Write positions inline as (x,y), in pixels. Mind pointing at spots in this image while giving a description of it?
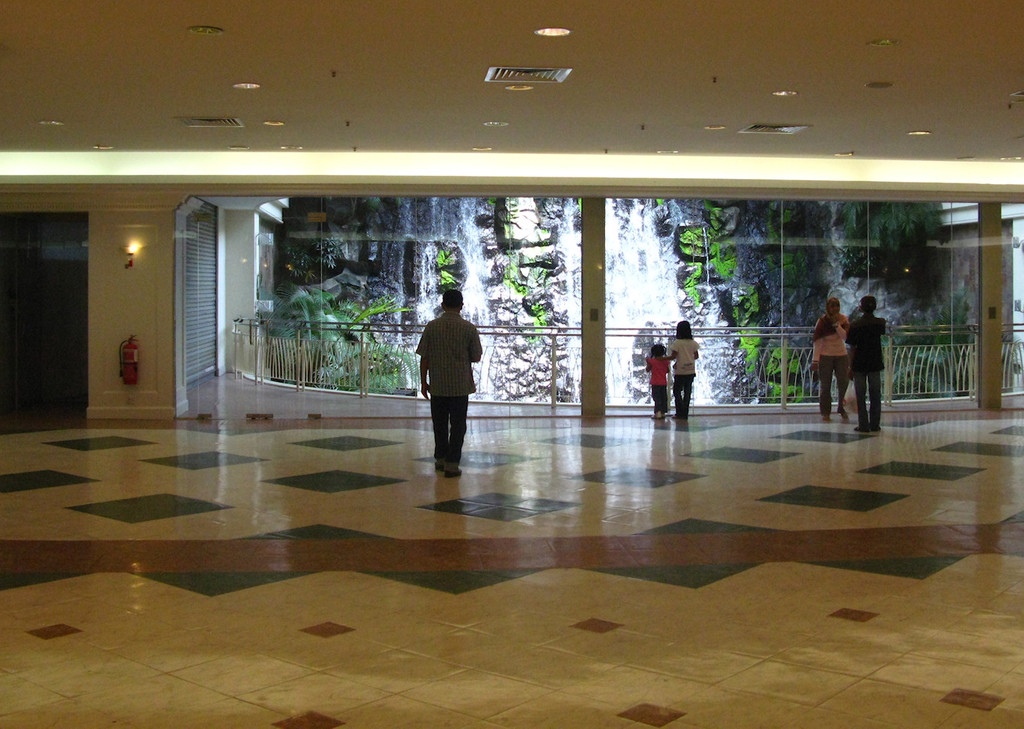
In this image we can see two men (442,370), a woman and two girl (662,369) are standing on the floor (637,584). We can see railing (360,359), pillars (592,301), fire extinguisher (127,358), light (128,247), wall (123,307), shutter (211,289) and water fall (627,254) in the middle of the image (664,277). There is a roof (411,39) at the top of the image (411,39).
